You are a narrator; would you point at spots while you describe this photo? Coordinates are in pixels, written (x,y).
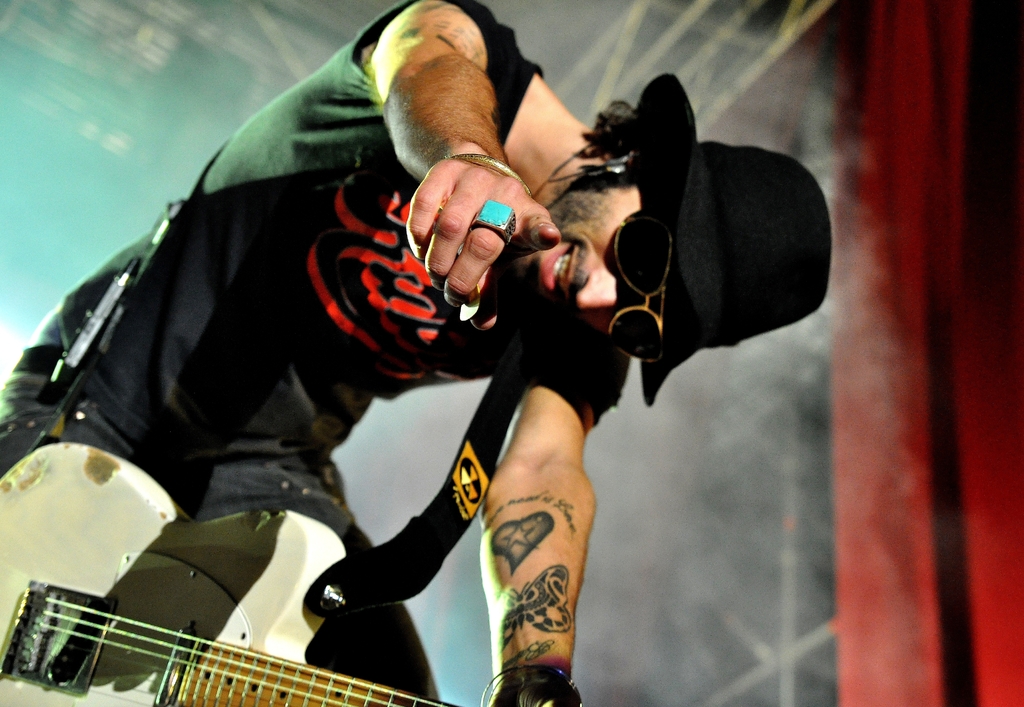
In this picture there is a man (363,378) standing and holding a guitar (281,527).
